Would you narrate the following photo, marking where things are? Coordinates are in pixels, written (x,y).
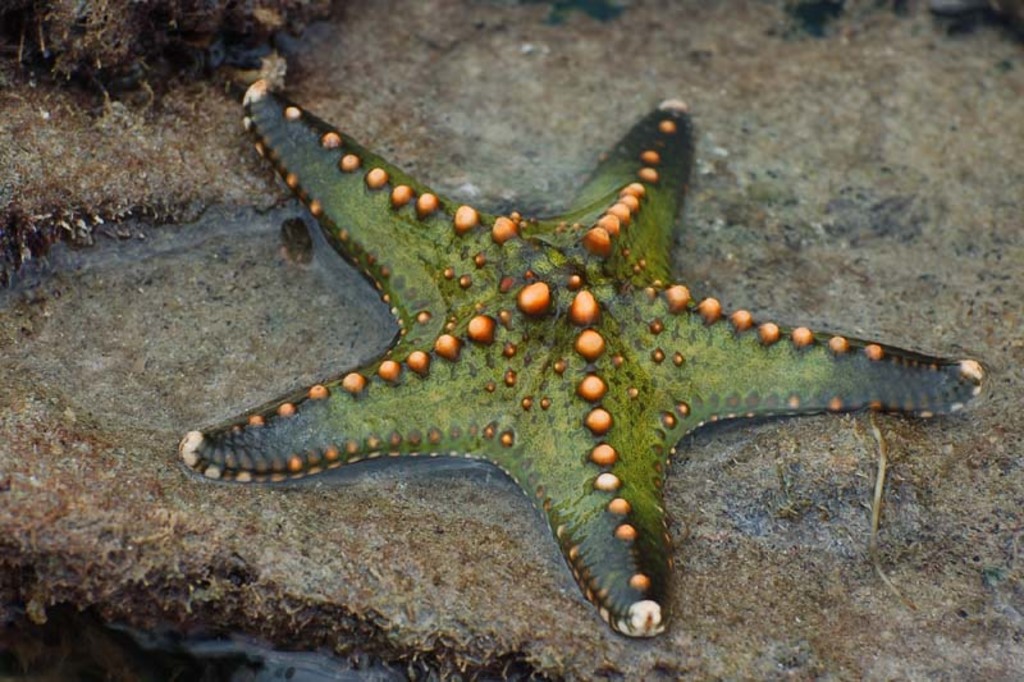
In this image there is a starfish (581,337) and some water (178,239) on the rock (753,165).
